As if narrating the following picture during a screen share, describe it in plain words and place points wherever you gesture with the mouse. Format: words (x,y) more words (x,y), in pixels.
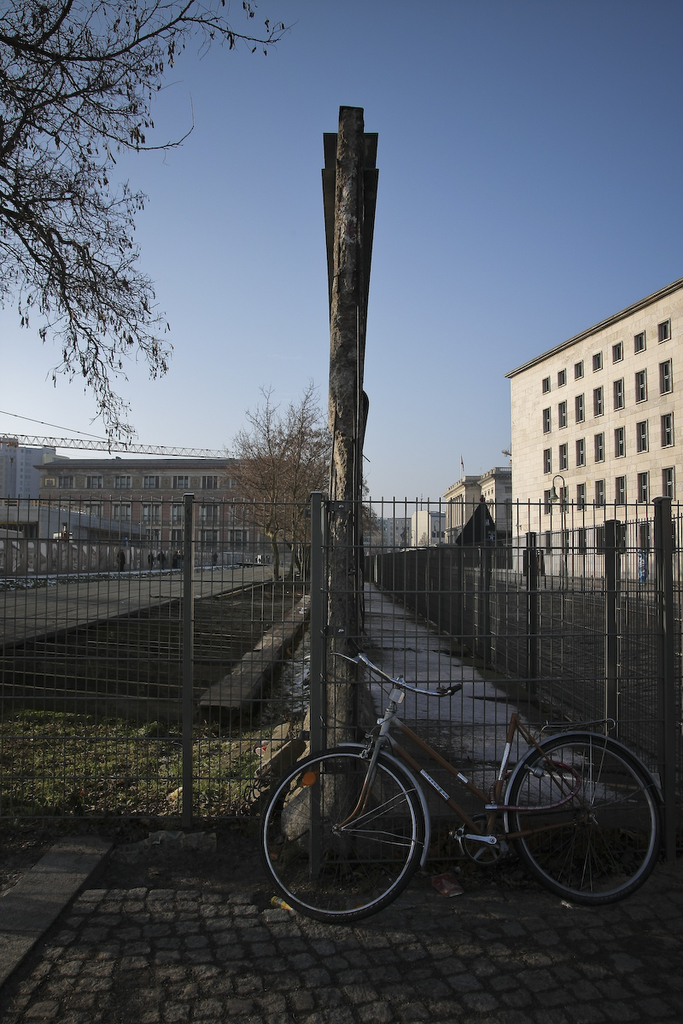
In this image I can see the ground (311,955), a bicycle (365,789), a metal fencing (318,687), a wooden pole (357,631) and few trees (275,448). In the background (377,476) I can see few buildings (211,518) and the sky (395,101).
